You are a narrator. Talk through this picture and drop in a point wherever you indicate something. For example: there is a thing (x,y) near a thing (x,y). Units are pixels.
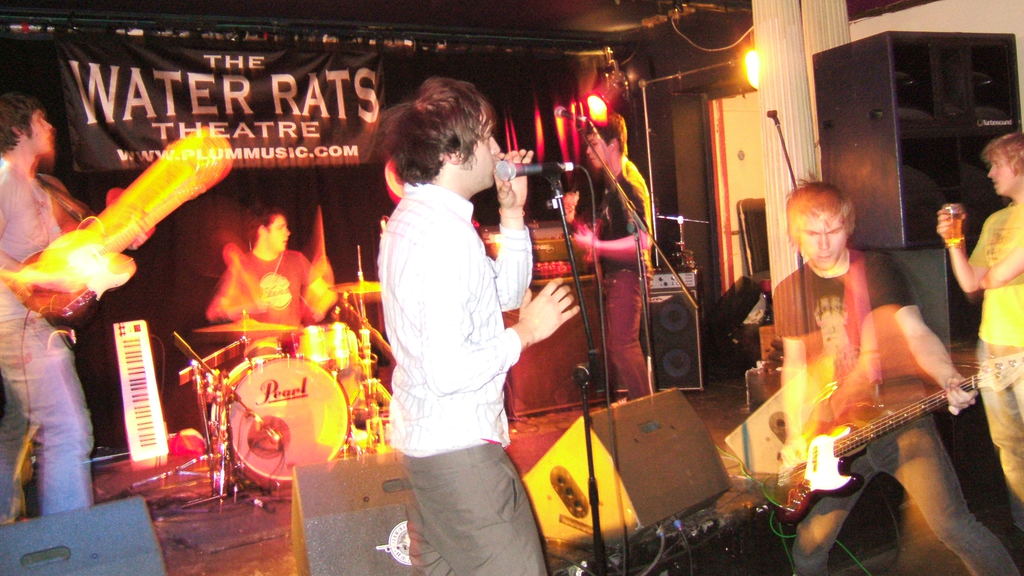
In this image I see 6 men (417,292), in which 3 of them are holding the musical instruments (313,358), another one is holding a glass (943,208) and this guy (421,155) is holding the mic (563,162). In the background (902,188) I see the banner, lights (593,97) and the speakers (993,85).
